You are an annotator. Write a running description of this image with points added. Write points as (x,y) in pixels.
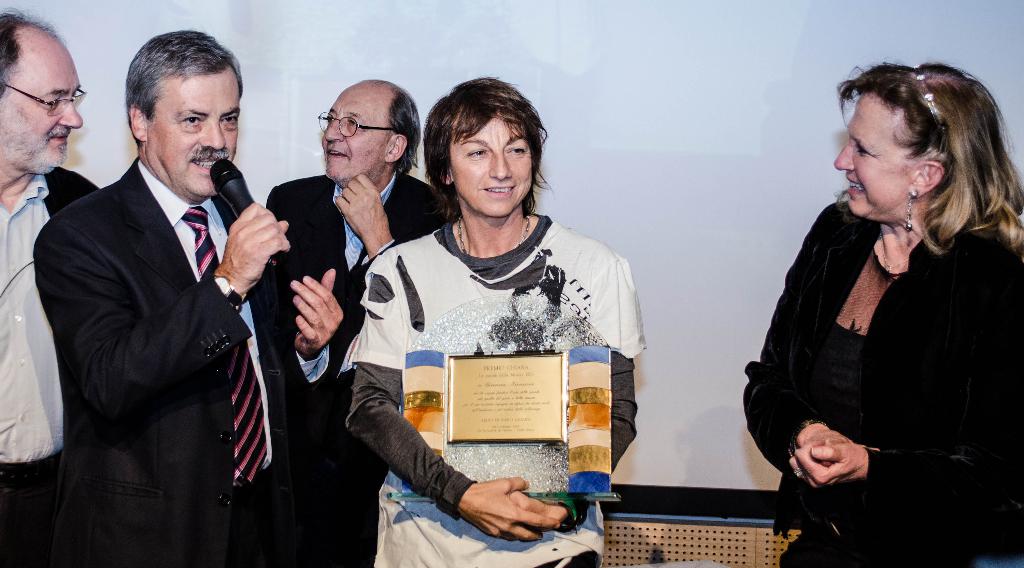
In this picture I can see few people (400,378) are standing, among them one person (225,229) is holding mike (240,199) and talking and also we can see a woman (477,279) holding a memento (493,438).
